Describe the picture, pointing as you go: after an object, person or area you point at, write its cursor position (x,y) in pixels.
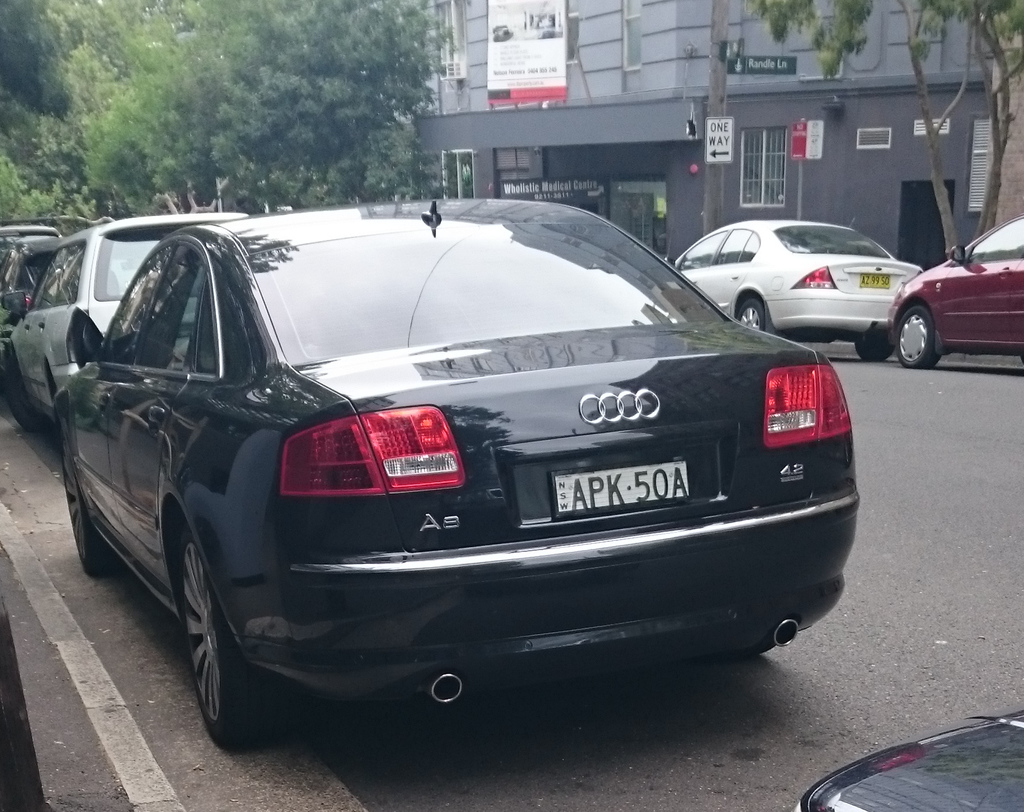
In this image I can see the cars (287,309) parked on both sides of the road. I can see trees (316,109) in the top right (952,55) and left corners. I can see a building (681,7) with some sign boards (819,147) with some text (519,72).
